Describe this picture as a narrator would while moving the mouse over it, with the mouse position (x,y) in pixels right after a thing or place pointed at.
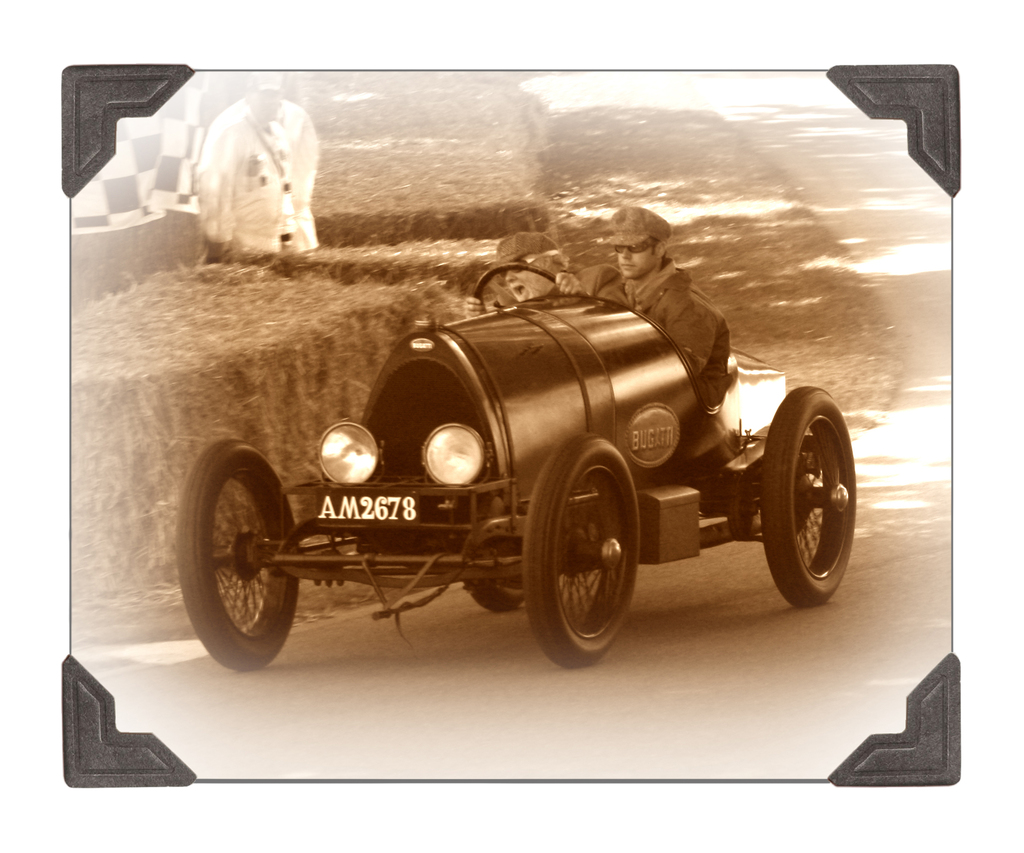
This is a frame (514,488). There are two persons (670,318) on a vehicle (555,307). They are wearing caps (656,226). In the back (265,162) there is another person (295,156). Also there is grass (353,273).
